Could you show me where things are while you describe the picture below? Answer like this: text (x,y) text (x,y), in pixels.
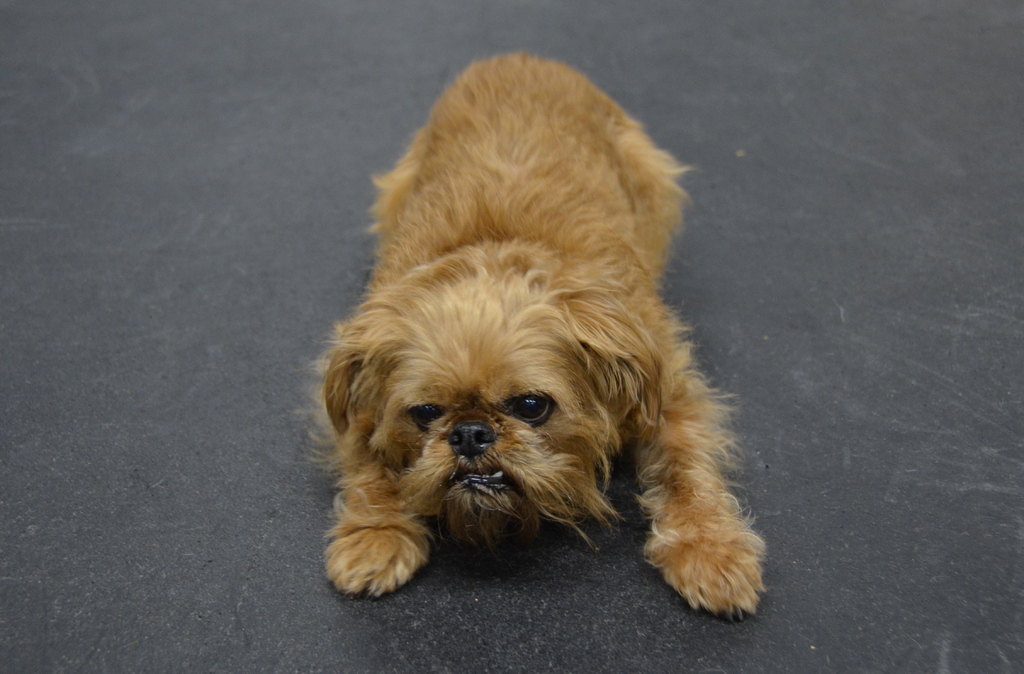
In this image we can see a dog (467,280) on the road (789,461).
